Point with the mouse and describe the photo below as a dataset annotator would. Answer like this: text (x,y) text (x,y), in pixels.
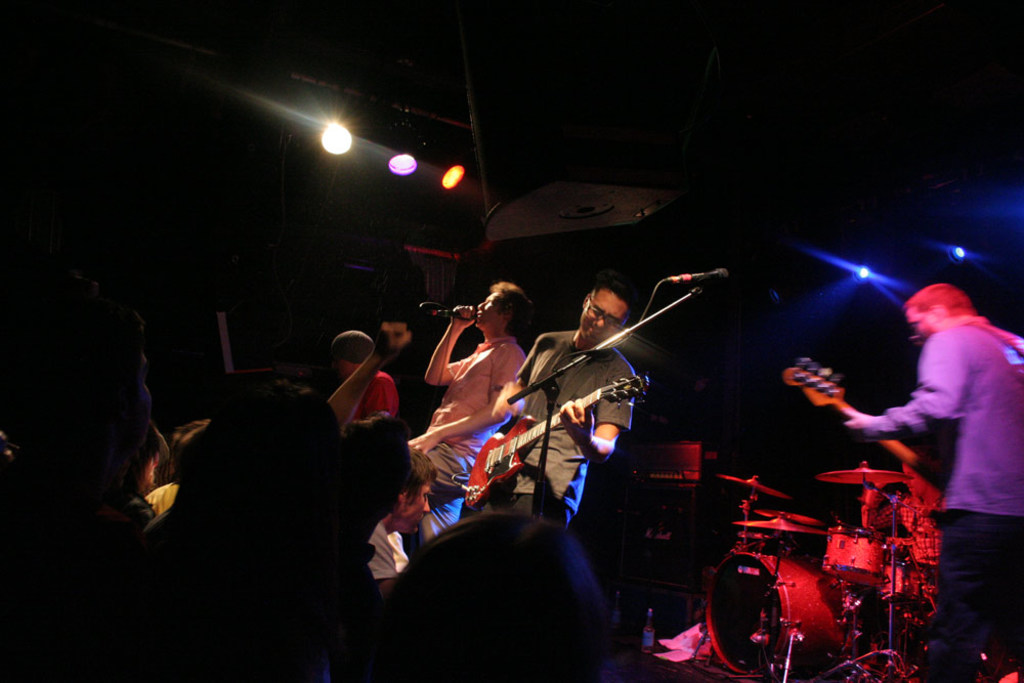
Here we can see a group of people (584,377) are standing and playing guitar (492,459), and here is the microphone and stand (673,306), and at back (885,570) here are the musical drums (871,479) and here are the lights (336,148).
